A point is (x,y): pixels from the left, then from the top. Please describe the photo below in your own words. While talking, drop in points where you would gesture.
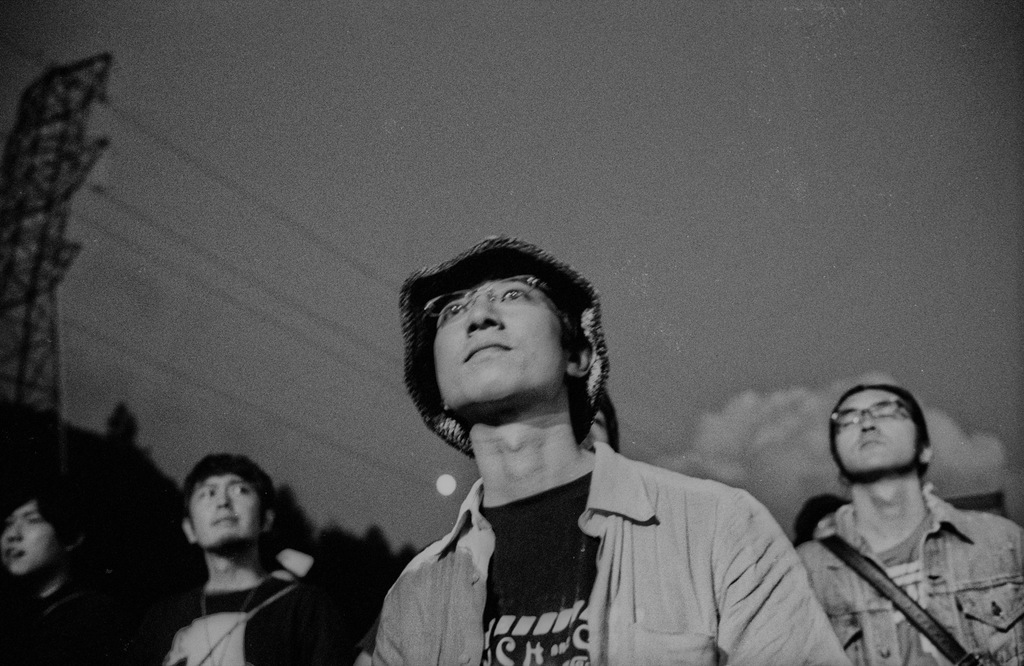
This is a black and white image. At the top of the image (389,91) we can see sky (379,104) with clouds (749,431), tower (60,153), trees (57,447) and electric cables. At the bottom of the image (535,526) we can see men (535,526).
